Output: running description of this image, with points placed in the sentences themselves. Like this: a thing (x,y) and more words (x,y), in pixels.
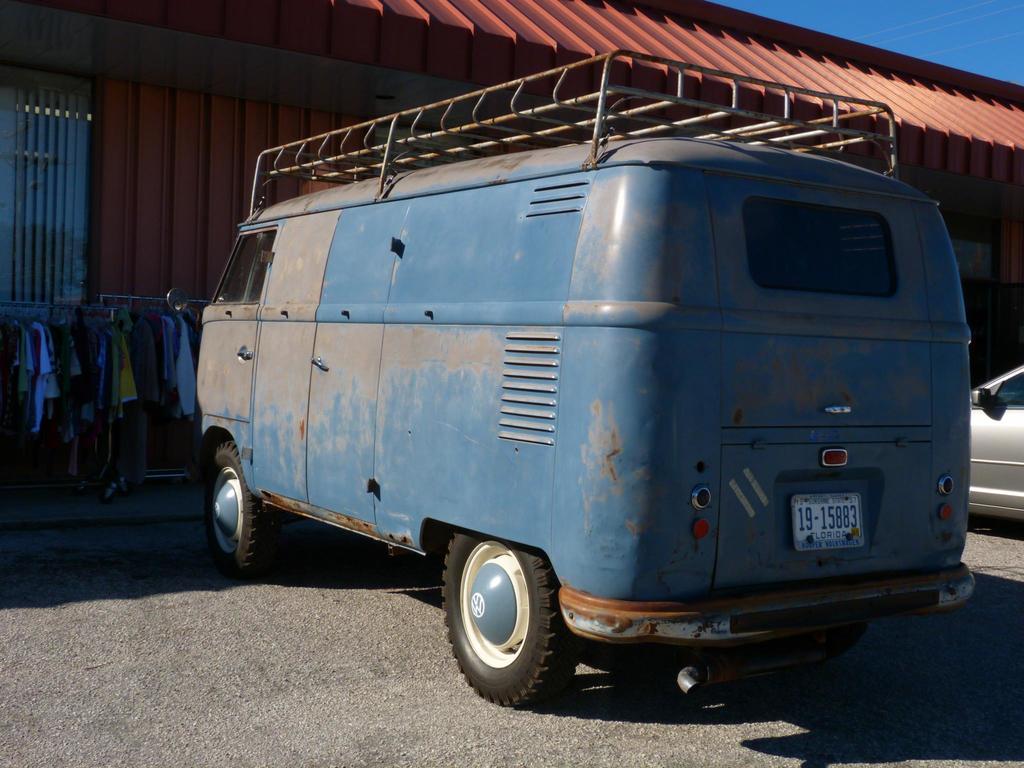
In this image we can see some vehicles (684,466). In the background of the image (491,53) there is a building (41,150), clothes (119,397) and other objects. On the right side (929,28) top of the image (952,18) there is the sky (939,36). At the bottom of the image (588,728) there is the road (579,723).
